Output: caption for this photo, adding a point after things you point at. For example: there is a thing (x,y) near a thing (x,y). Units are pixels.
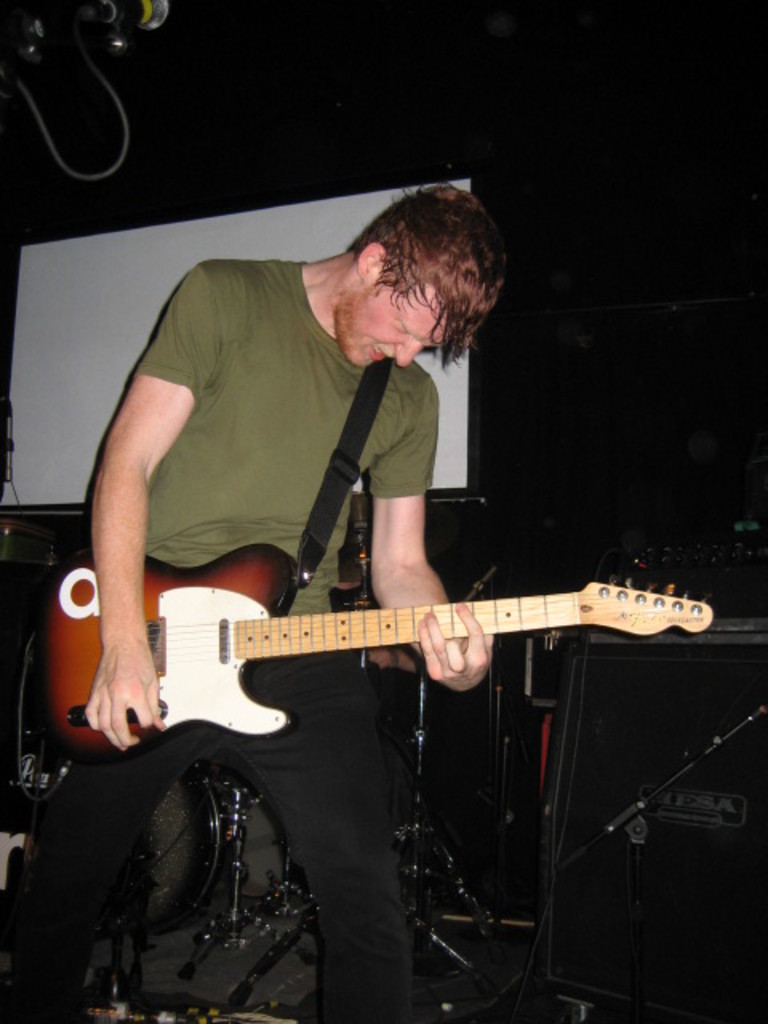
As we can see in the image in the front (311,427) there is a man (304,331) wearing green color shirt (267,437) and holding a guitar (207,666). Behind him there is a white color banner (86,277).
